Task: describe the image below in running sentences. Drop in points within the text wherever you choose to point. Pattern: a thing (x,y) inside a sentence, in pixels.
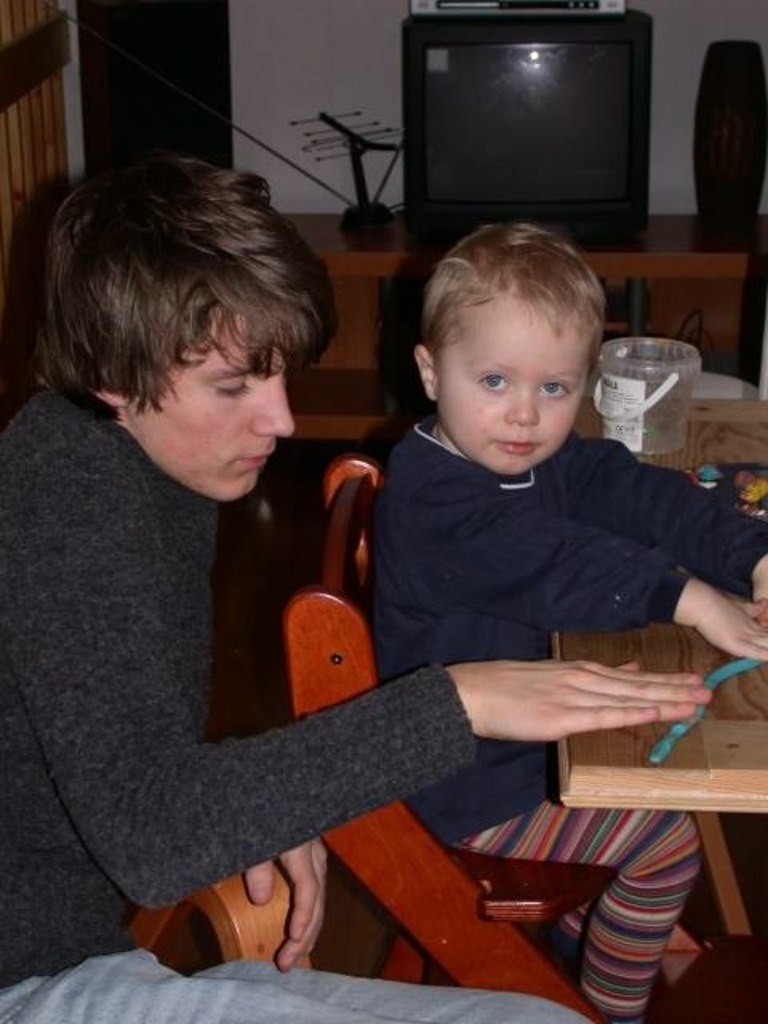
In this image we can see a child (513,556) sitting on the chair (370,829) near table (727,805) and a person (141,556) is sitting behind him. In the background (564,145) we can see a television (468,140) on the table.
